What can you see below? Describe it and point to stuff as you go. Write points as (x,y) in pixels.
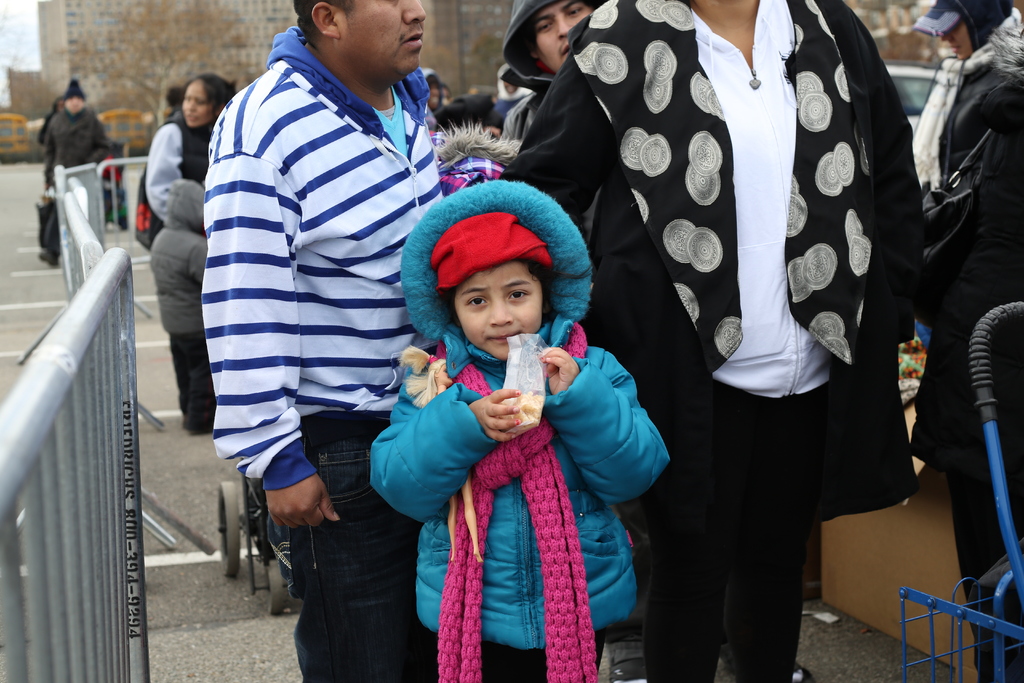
In this image there are persons (476,231) standing and walking. On the left side (103,409) there are barricades (88,259). In the front (537,471) there is a girl (490,417) standing and holding in an object (522,406) which is in her hand (508,416). On the right side (1020,636) in the front (996,597) there is a trolley (961,624) which is blue in colour. In the background (210,49) there is a wall (231,31).
